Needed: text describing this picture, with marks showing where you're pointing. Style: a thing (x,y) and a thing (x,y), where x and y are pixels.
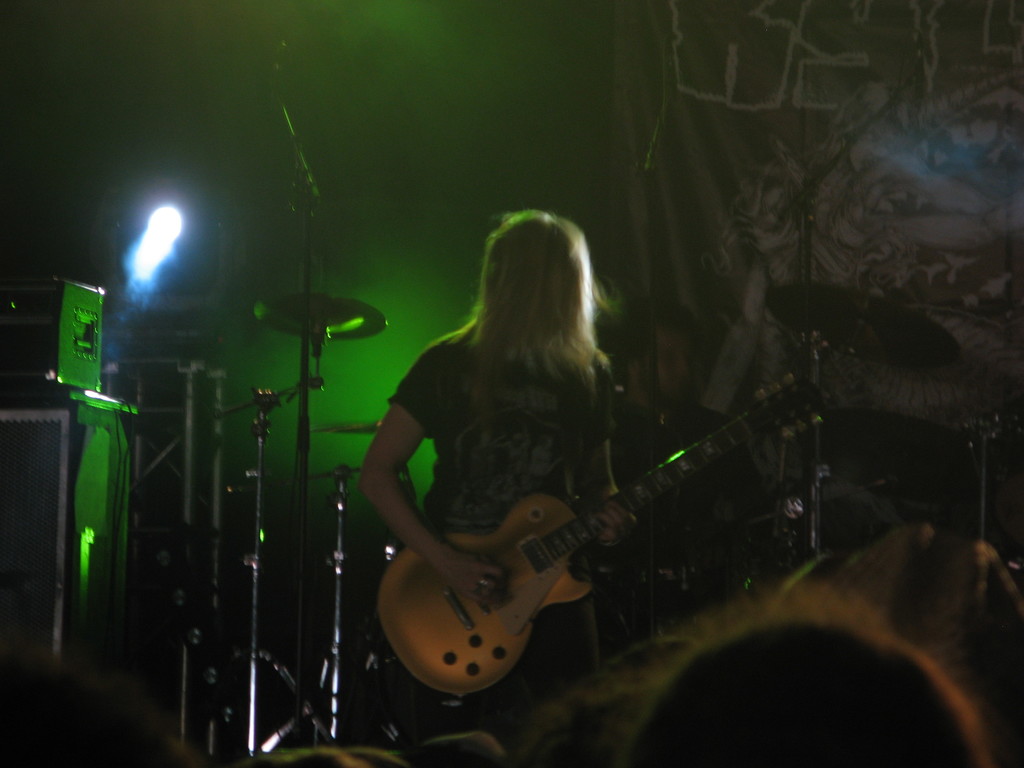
In this picture there is a person (520,216) standing and hold guitar (608,497). On the background (178,216) we can see a focusing light (179,237). There is drum plates (317,333) and microphones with stands (247,566) and there is musical instruments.
